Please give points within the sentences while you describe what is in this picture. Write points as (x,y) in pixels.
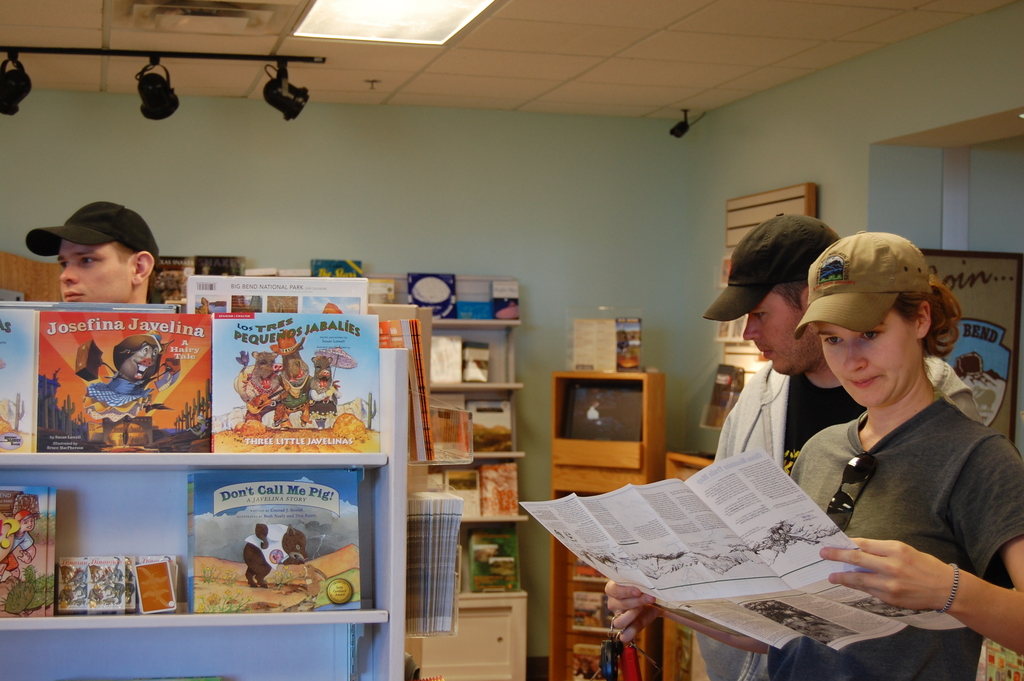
This image is taken from inside the store (601,324). In this image there are a few people (847,448) standing and one of them (911,513) is holding a paper (726,578) with some text (736,621) and images (725,568) in it. There are so many books (215,541) are arranged in the racks (177,486) and there are few banners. In the background (339,184) there is a wall (541,374). At the top of the image (284,71) there is a ceiling (463,63) with lights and few focus lights (156,78) are hanging.
